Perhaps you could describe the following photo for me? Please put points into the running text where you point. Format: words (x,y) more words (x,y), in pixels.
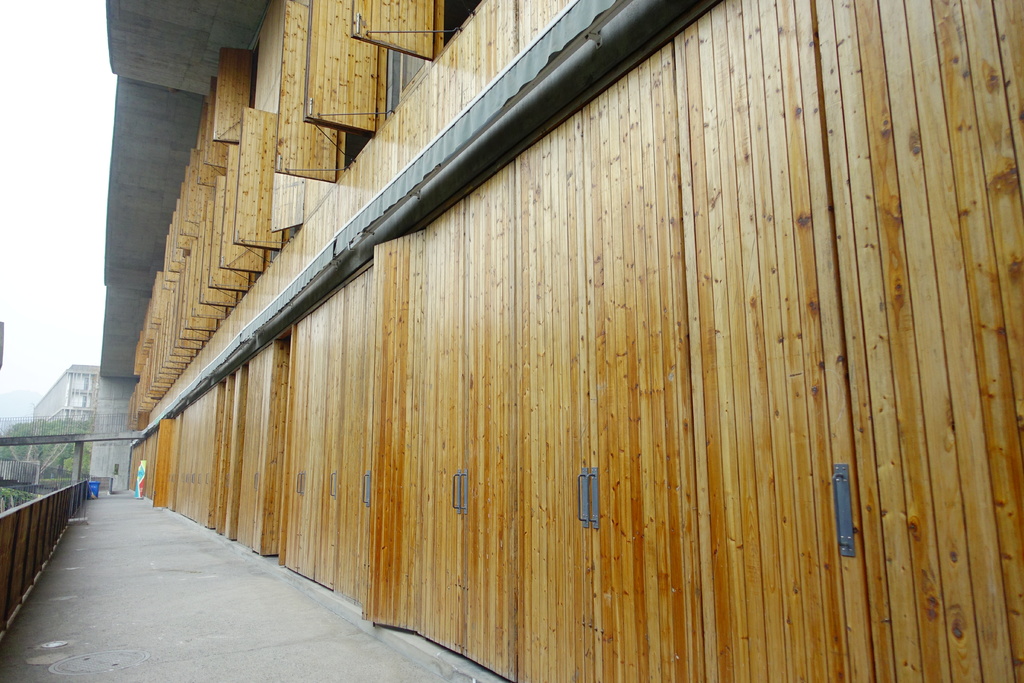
In this image we can see the corridor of a building (326,410), grills (76,493), trash bin (90,493), trees (64,459) and sky (24,249).
